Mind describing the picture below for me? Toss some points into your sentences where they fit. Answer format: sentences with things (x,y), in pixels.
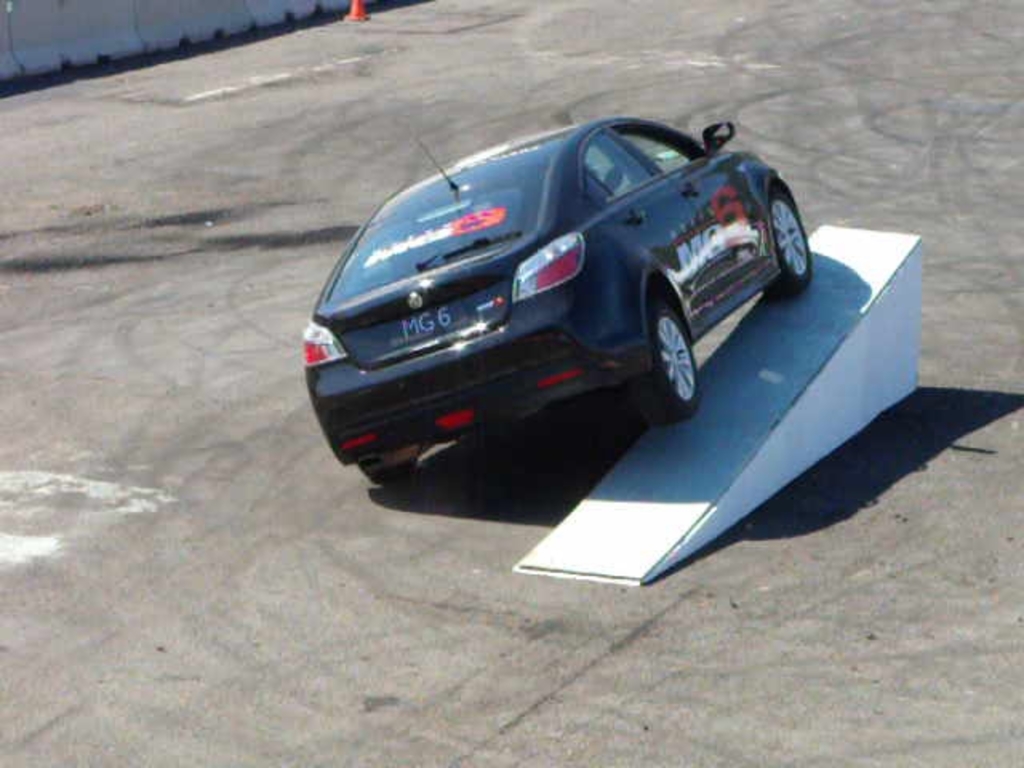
In this picture we can see a black car (615,327) on a white object (848,268). There is a traffic cone (352,13) and a wall (48,53) in the background (93,50).
